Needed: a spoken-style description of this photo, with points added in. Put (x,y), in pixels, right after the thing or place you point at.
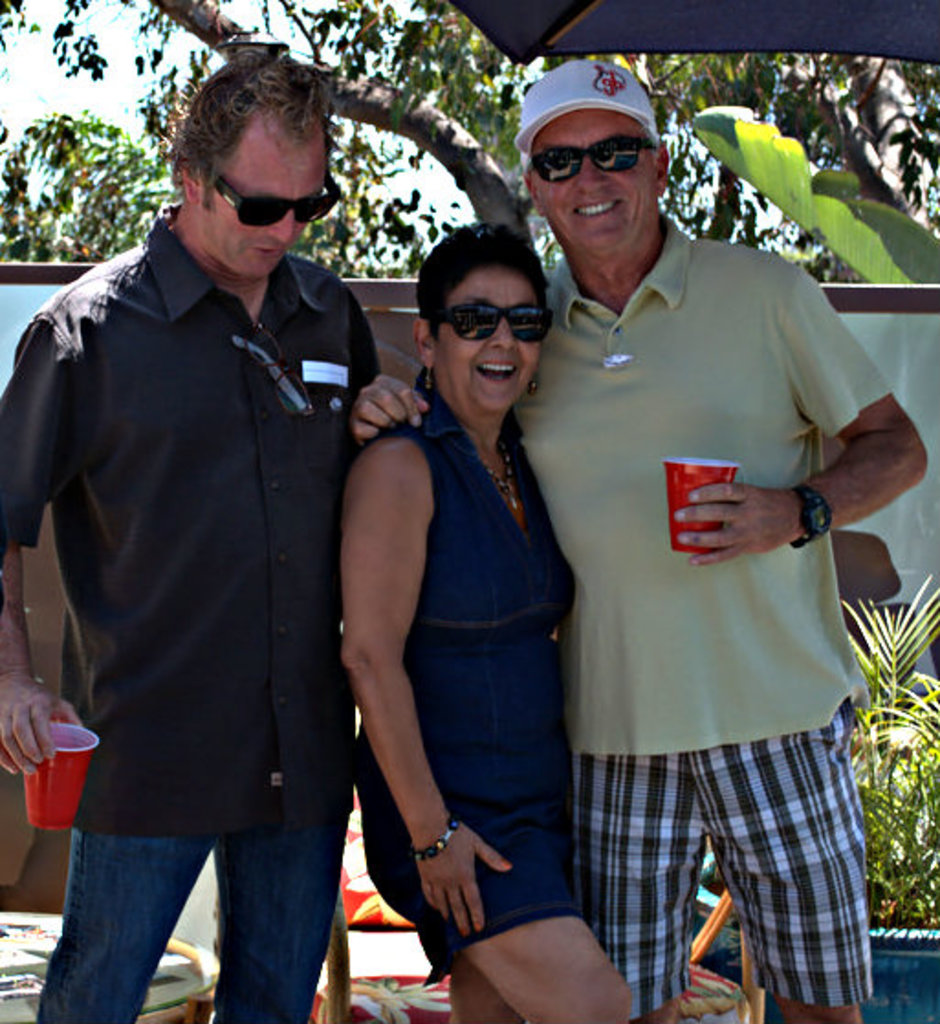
In this image I see 2 men (603,206) and a woman (548,573) and I see that both of them are smiling and I see that these men (650,633) are holding cups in their hands (731,489) and I see that 3 of them are wearing black shades (475,308). In the background (356,1006) I see the chairs (343,903) and I see the plants (894,817) and I see the wall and the trees (492,121).
